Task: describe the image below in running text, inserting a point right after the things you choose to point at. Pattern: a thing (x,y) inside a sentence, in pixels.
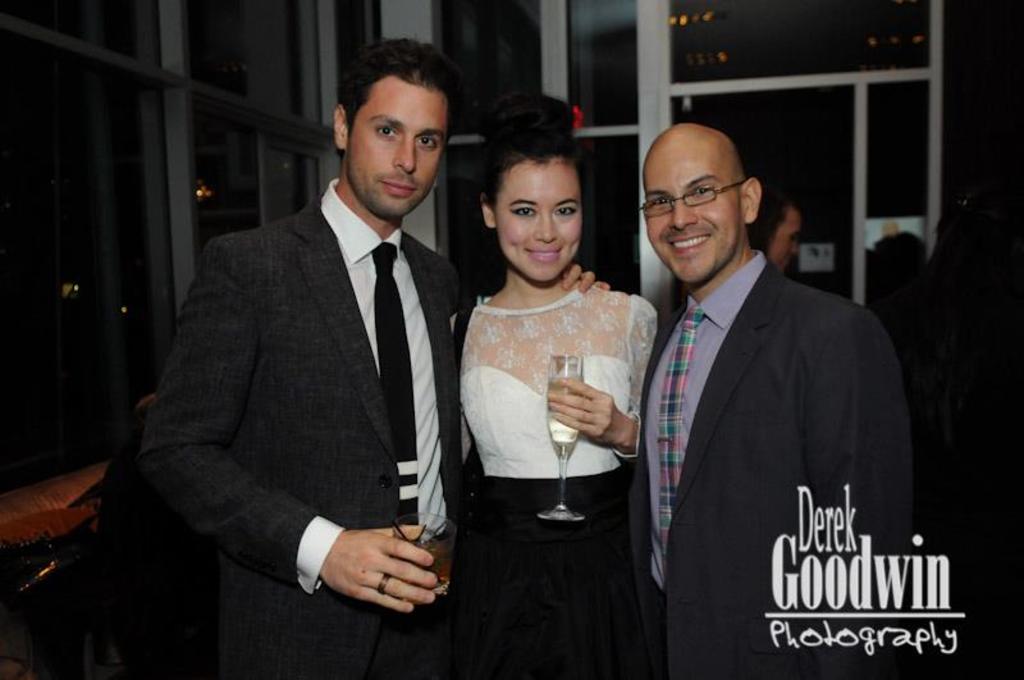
In this image there are two men (318,362) in between the men (423,395) there is a woman (555,328) she is holding glass (567,440) in her hand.
